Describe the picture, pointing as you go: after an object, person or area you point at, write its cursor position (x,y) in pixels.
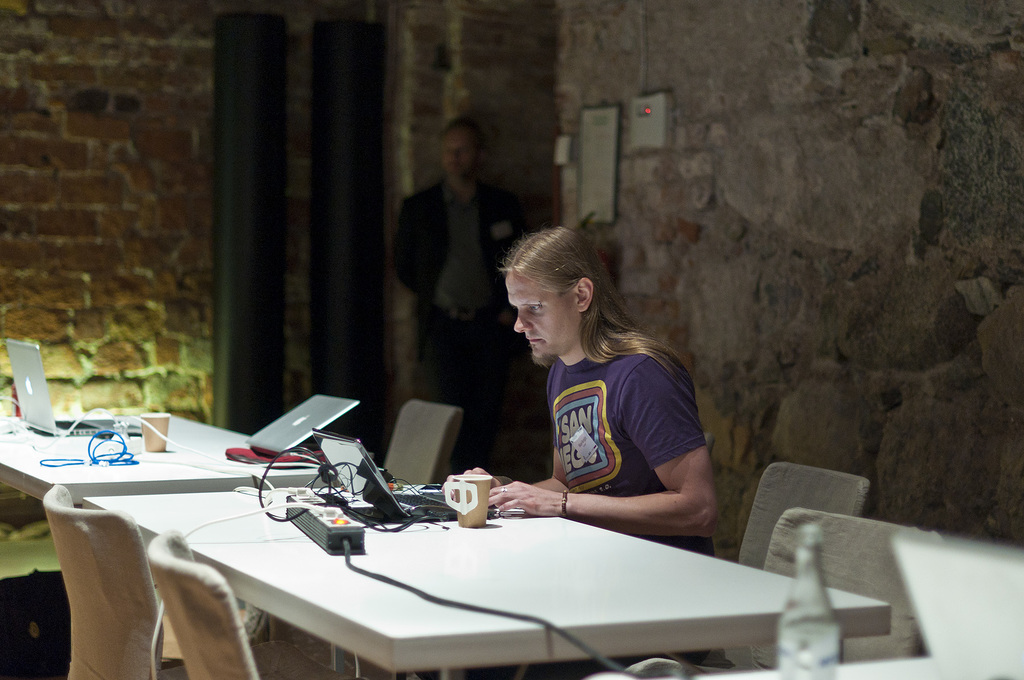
in the picture we can see two persons (591,304) one person (577,284) is sitting on the chair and doing some work in the laptop (413,503) which is placed on the table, another person (485,342) is standing away from the man (578,324) near to the pillar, here there was another table (160,485), we can see some cables (145,425) and glass (145,438).
